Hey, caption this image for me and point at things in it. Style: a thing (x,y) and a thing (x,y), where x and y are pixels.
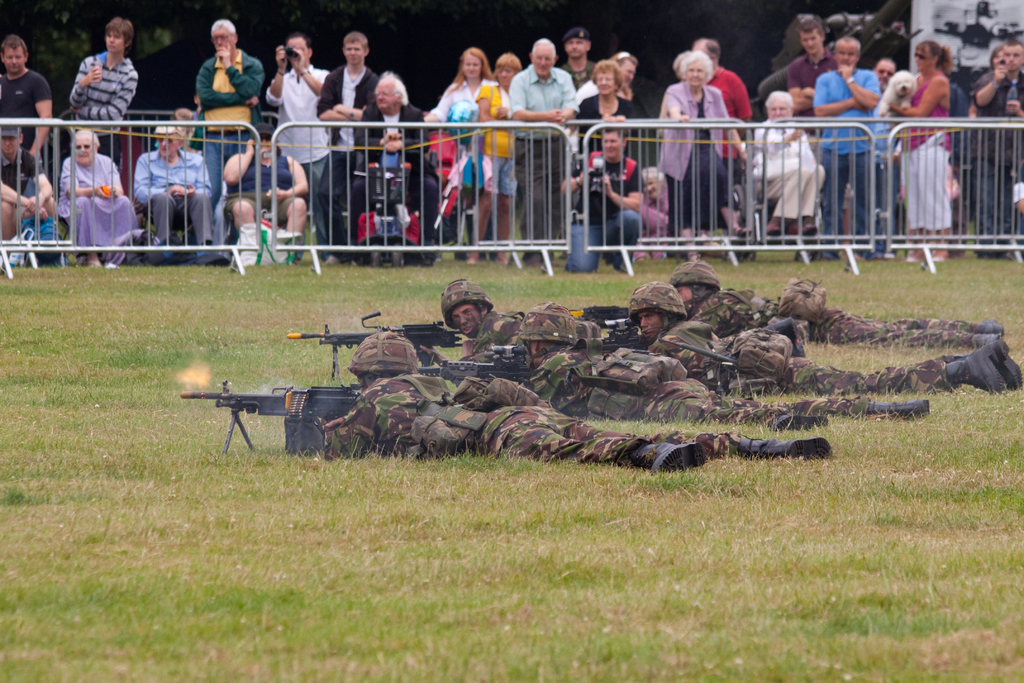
In this image I can see the group of people (440,384) wearing the military uniforms (373,421) and these people (391,387) are holding the weapons (460,370). I can see these people (486,346) are lying on the ground (543,559). In the background (573,242) I can see the railing (636,124) and many people (732,111) with different color dresses (580,100). I can see there is a black background (424,91).
